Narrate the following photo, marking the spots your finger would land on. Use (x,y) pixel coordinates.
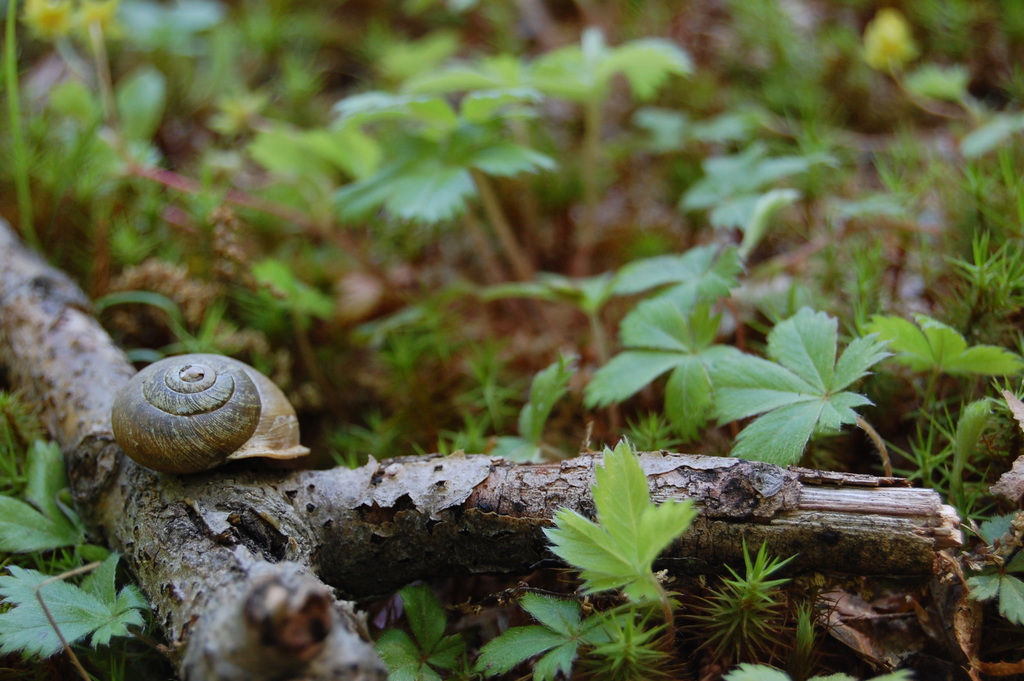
In this picture we can see tiny plants (434,83). On a branch (278,540) we can see a snail (249,453).
